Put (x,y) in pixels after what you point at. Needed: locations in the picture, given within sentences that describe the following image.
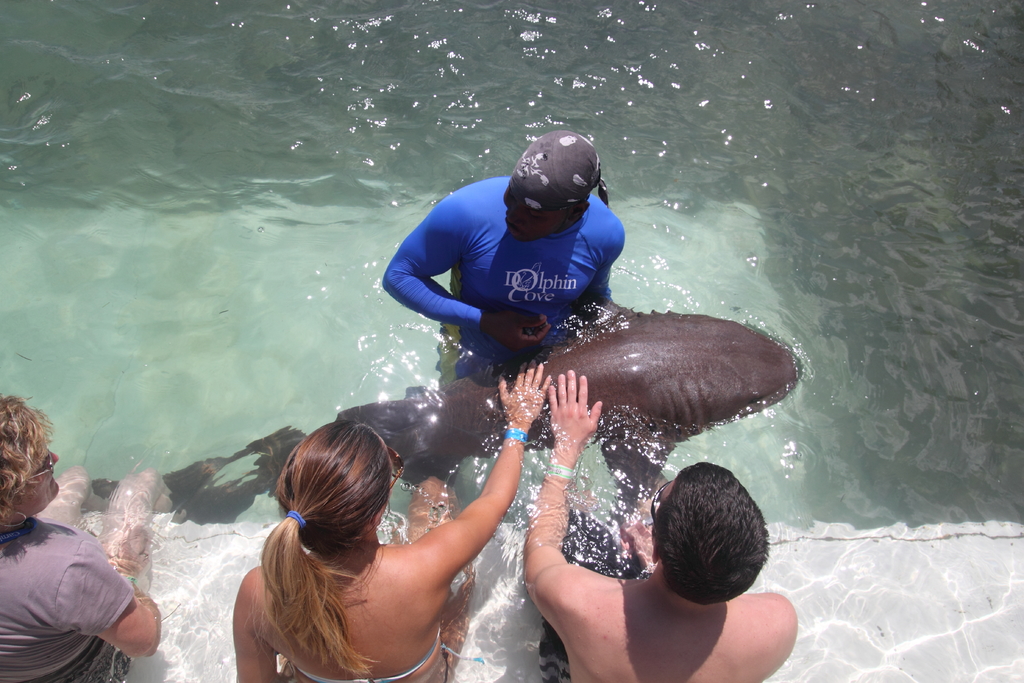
In this image I can see water (218,632) and in it I can see few people (479,504). I can also see a black colour aquatic animal (631,404).
